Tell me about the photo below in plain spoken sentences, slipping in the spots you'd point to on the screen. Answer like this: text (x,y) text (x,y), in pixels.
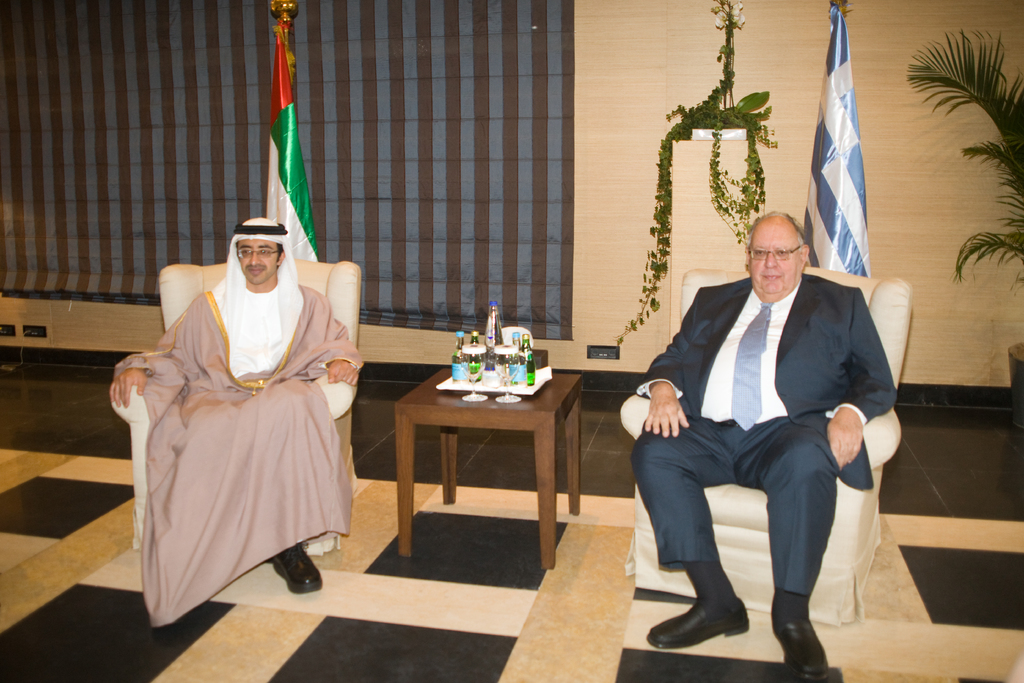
As we can see in the image there is a wall (638,146), flag (293,108), plant (1007,121), two people (736,376) sitting on chairs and a table (528,405). On table (540,456) there are bottles (521,350) and glasses (470,377).
